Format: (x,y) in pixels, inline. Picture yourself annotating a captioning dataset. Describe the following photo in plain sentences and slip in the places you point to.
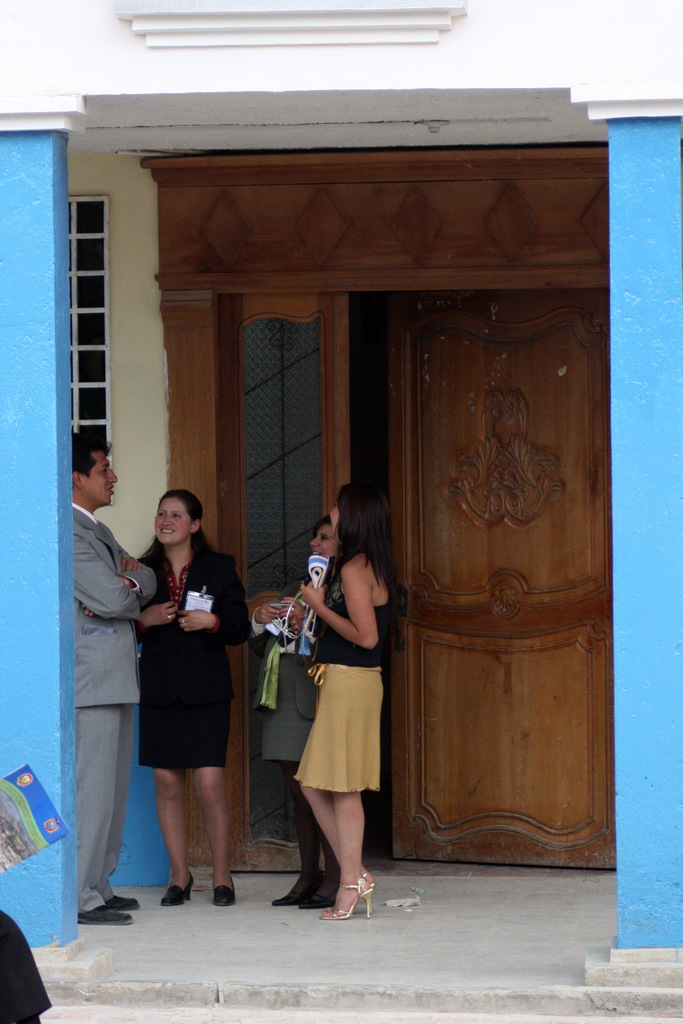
In this picture, we see four people (171,767) are standing and all of them are smiling. I think the man (111,558) in grey blazer (101,608) is talking. The woman (340,621) in black T-shirt (326,641) and yellow skirt (332,698) is holding something in her hands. Behind them, we see a brown color door (327,473), yellow wall (139,412) and a window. On either side of the picture, we see two pillars (8,323) in blue color. In the left bottom of the picture (27,971), we see the legs (27,971) of the person (25,969) and a book (34,822).
